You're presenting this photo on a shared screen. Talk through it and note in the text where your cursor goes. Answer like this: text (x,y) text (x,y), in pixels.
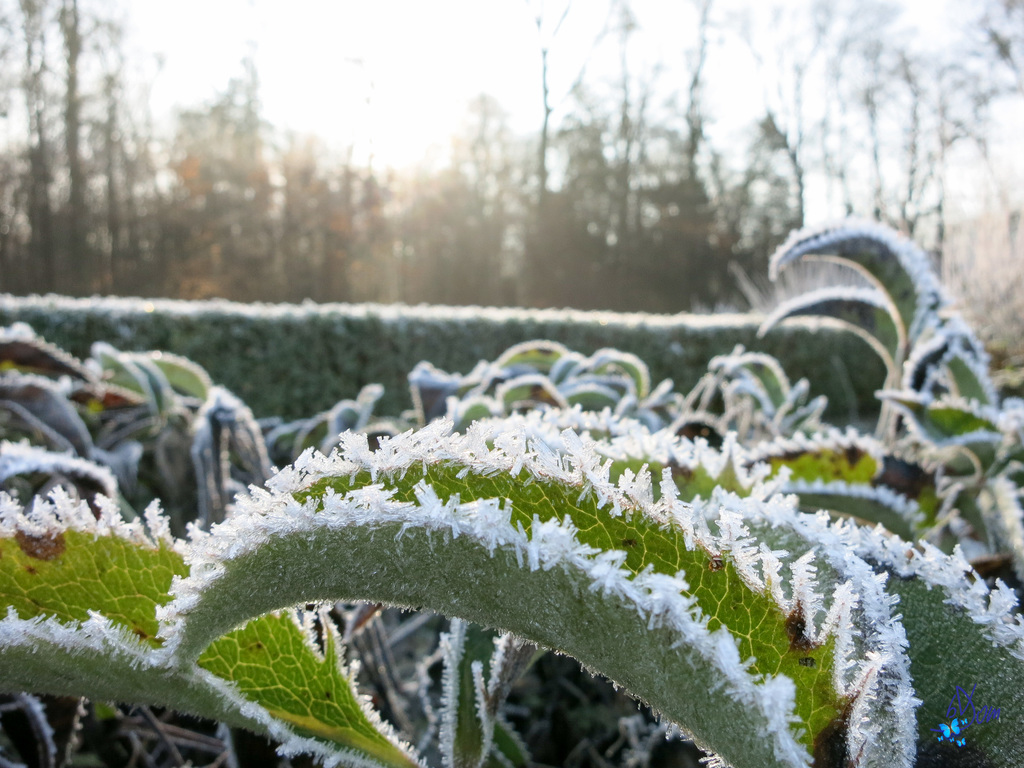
As we can see in the image in the front (389,519) there are plants (295,439). In the background (407,294) there are trees (425,246). At the top (435,68) there is sky (627,47).
